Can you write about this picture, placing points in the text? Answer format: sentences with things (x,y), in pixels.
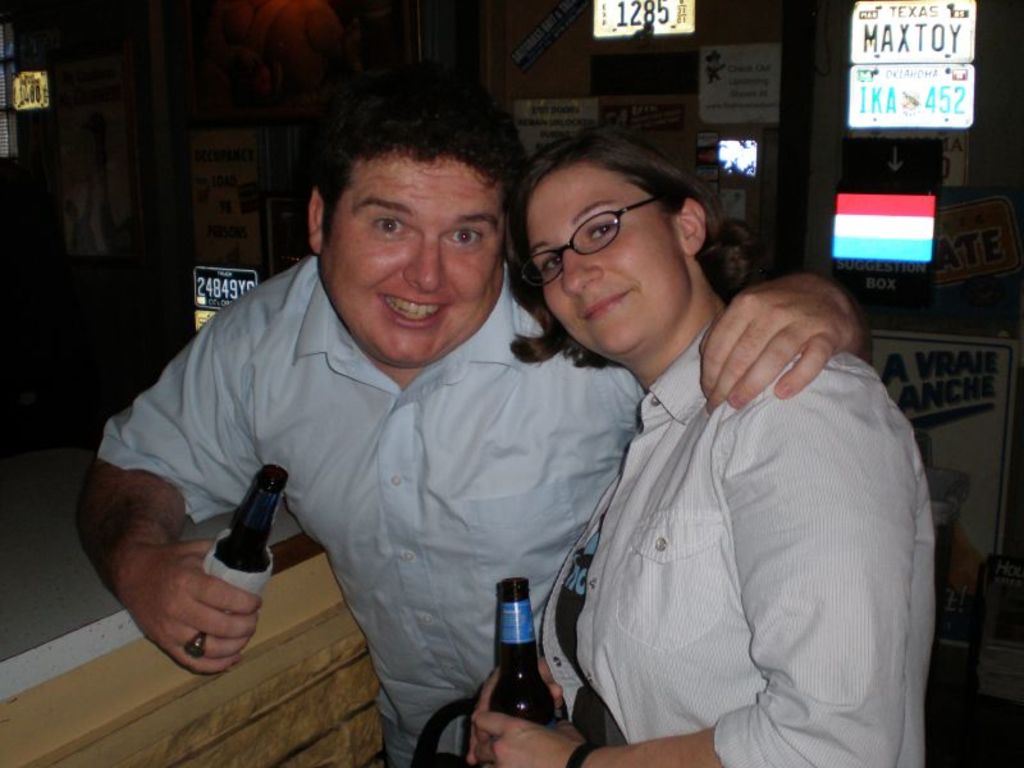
In this picture we can see there are two persons (413,543) holding the bottles (514,665). Behind the people (388,381), there are registration plates (879,61) and some objects (912,211).
